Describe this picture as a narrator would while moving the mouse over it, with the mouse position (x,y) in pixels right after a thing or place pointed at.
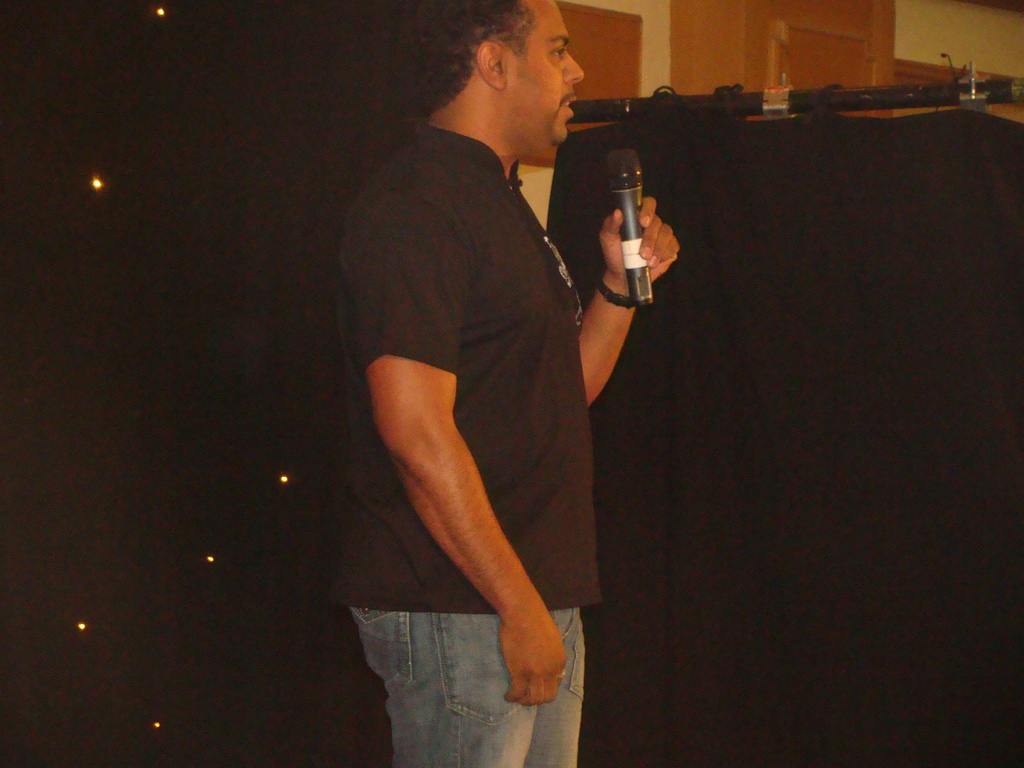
In this picture we can see a man (646,253) who is holding a mike (637,212) with his hand (655,219). He is in black color t shirt (501,367). And these are the lights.
